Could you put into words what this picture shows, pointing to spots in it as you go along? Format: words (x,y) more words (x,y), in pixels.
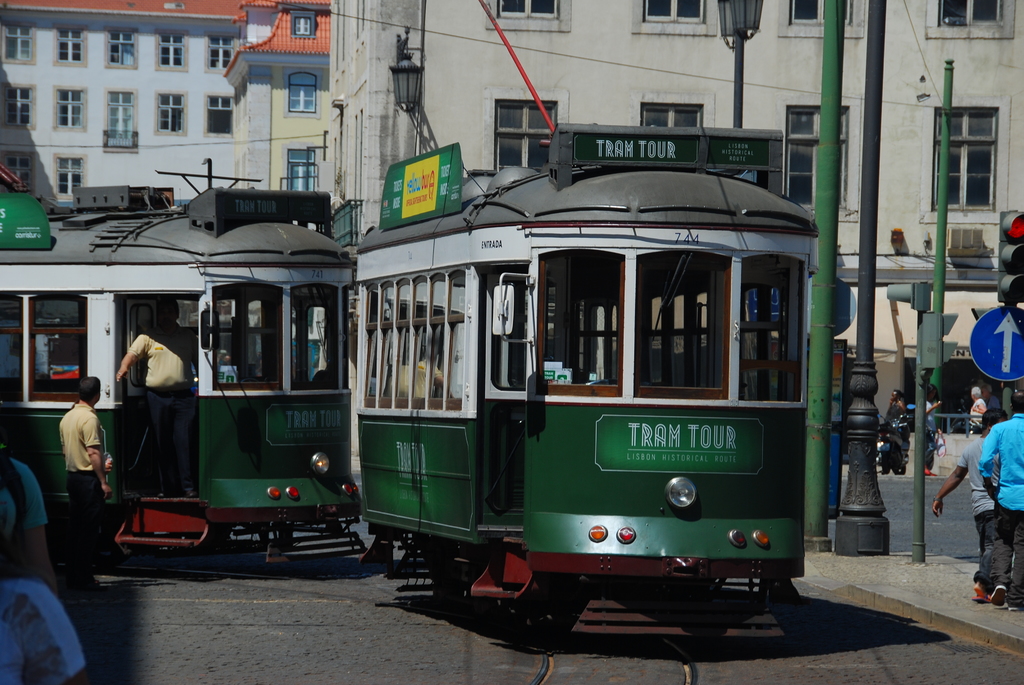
In this image there is a train (786,241), group of people (1000,412), signal lights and a signboard (1011,346) attached to the pole (917,408), and in the background (468,60) there are buildings (986,157).
